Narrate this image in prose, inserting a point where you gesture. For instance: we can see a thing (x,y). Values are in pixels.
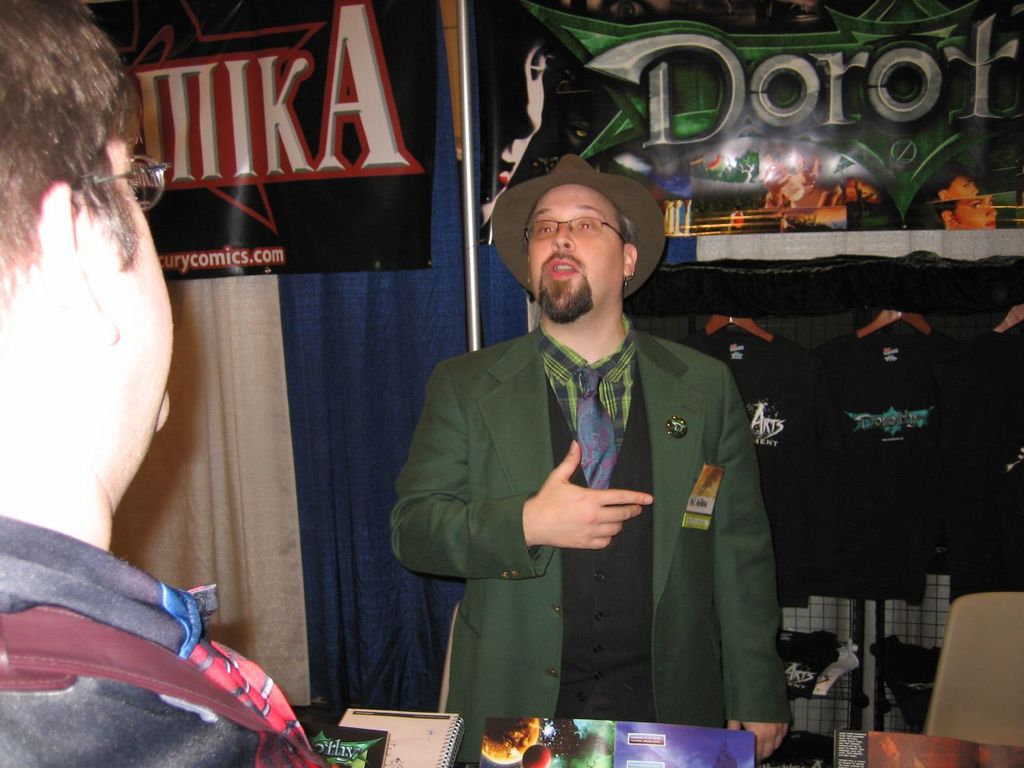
In this image, we can see people (520,350) and are wearing coats (414,462) and glasses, one of them is wearing a hat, a badge (680,432) and an id card (705,479). In the background (679,106), there are banners (601,89) and we can see shirts (822,349) hanging to the hangers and there is a curtain (321,446) and a mesh (847,642), a chair (980,681) and we can see some books (690,735), at the bottom (510,738).
